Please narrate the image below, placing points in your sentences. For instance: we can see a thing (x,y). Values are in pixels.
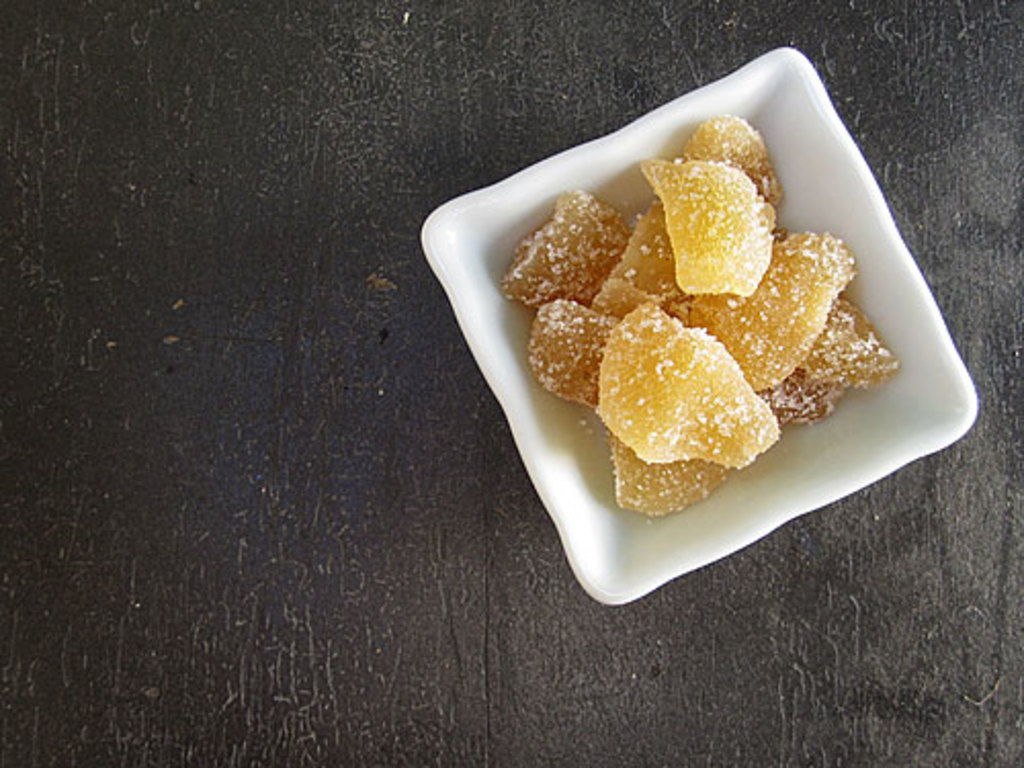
In a white bowl (730,547), some sweets (719,398) are kept and the bowl (615,465) is placed on a table (176,445).
